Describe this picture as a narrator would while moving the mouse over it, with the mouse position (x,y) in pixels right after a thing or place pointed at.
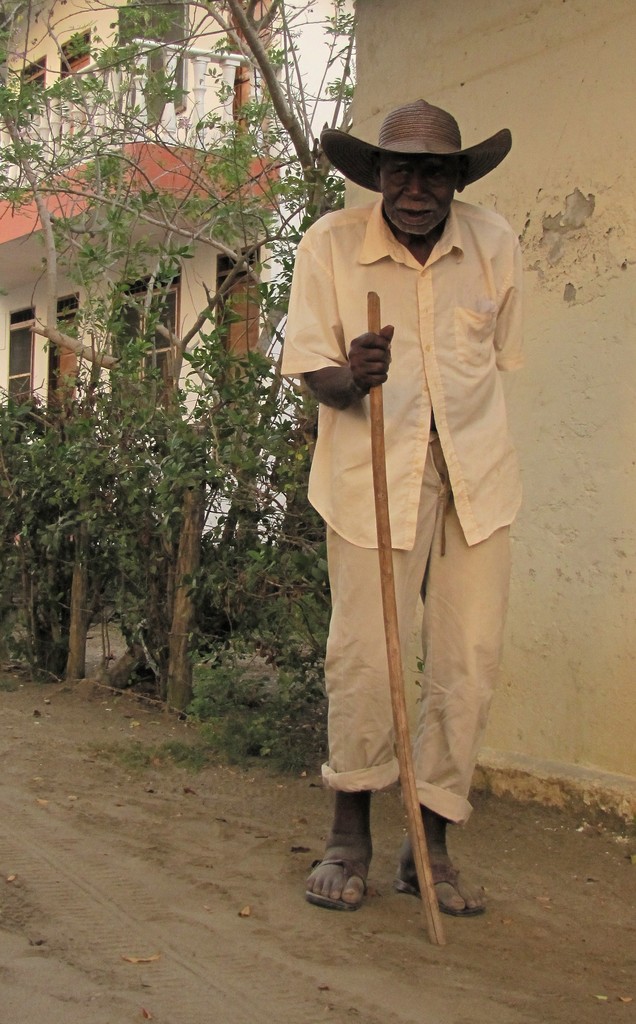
In this picture there is an old man (400,410) wearing a cowboy cap (439,141) and holding the stick (430,893) in the hand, standing in the front (428,686) and giving a pose into the camera. Behind there are some trees (142,381) and building (218,103). On the right corner (574,441) there is white wall (570,470).
